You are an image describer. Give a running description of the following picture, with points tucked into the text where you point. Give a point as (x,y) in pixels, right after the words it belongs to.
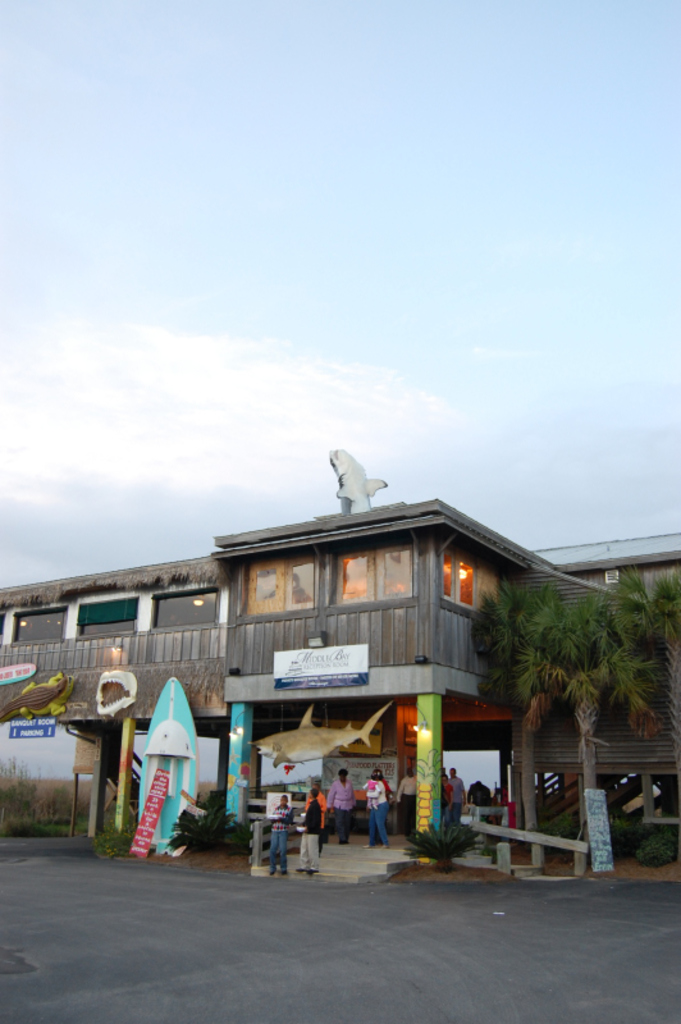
In this image we can see a building (369,848), road (512,893), plants (79,795), trees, boards (0,681), pillars (94,820), and statues (294,736) of animals (283,733). There are few people (445,801) and lights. In the background (355,417) there is sky (433,388) with clouds (355,417).
